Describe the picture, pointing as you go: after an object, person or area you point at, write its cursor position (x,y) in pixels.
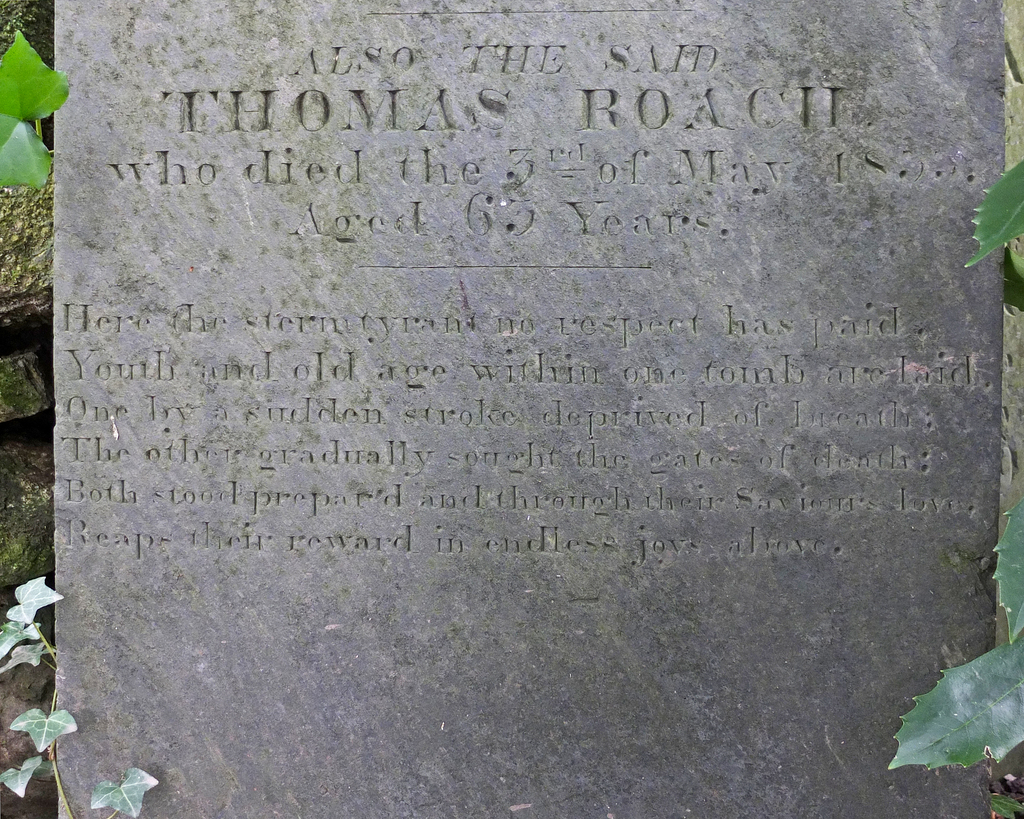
Something (591,455) written on this rock wall (263,262). Here we can see green leaves (14,66).
